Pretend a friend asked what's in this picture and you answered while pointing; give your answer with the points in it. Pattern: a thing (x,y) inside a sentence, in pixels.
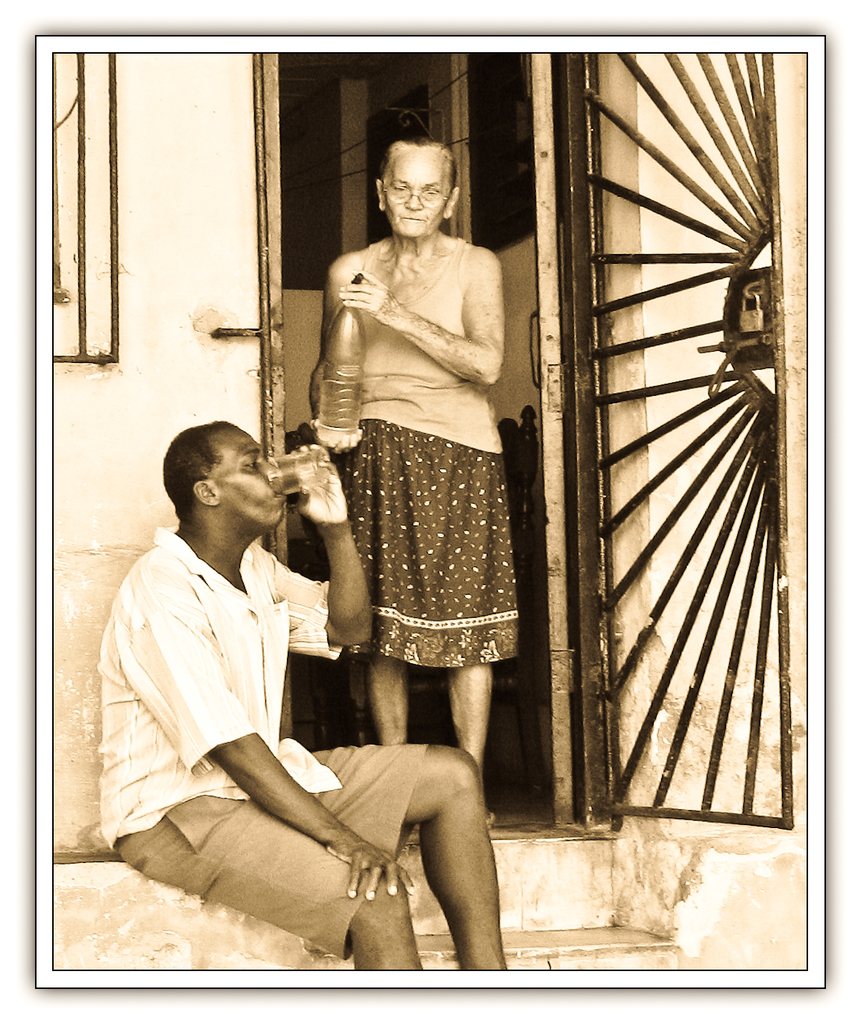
In this picture I see a man (152,648) who is sitting and I see that he is holding a glass (299,464) near to his mouth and behind him I see a woman (416,196) who is standing and holding a bottle (345,322) in her hands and on the right side of this image (658,95) I see a gate (756,143) and I see the steps (515,962) on the bottom (549,946) and I see the wall (133,308).
